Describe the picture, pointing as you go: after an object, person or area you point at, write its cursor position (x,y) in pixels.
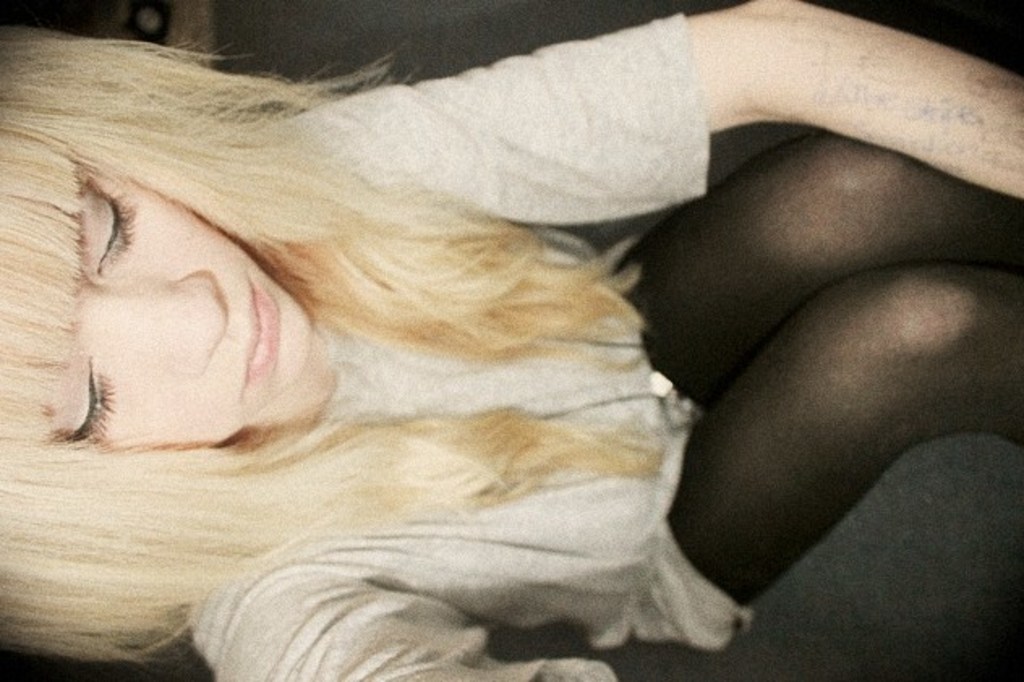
In this image I can see a woman (453,421) and I can see she is wearing grey top (434,400). I can also see something is written on her hand (955,74).
